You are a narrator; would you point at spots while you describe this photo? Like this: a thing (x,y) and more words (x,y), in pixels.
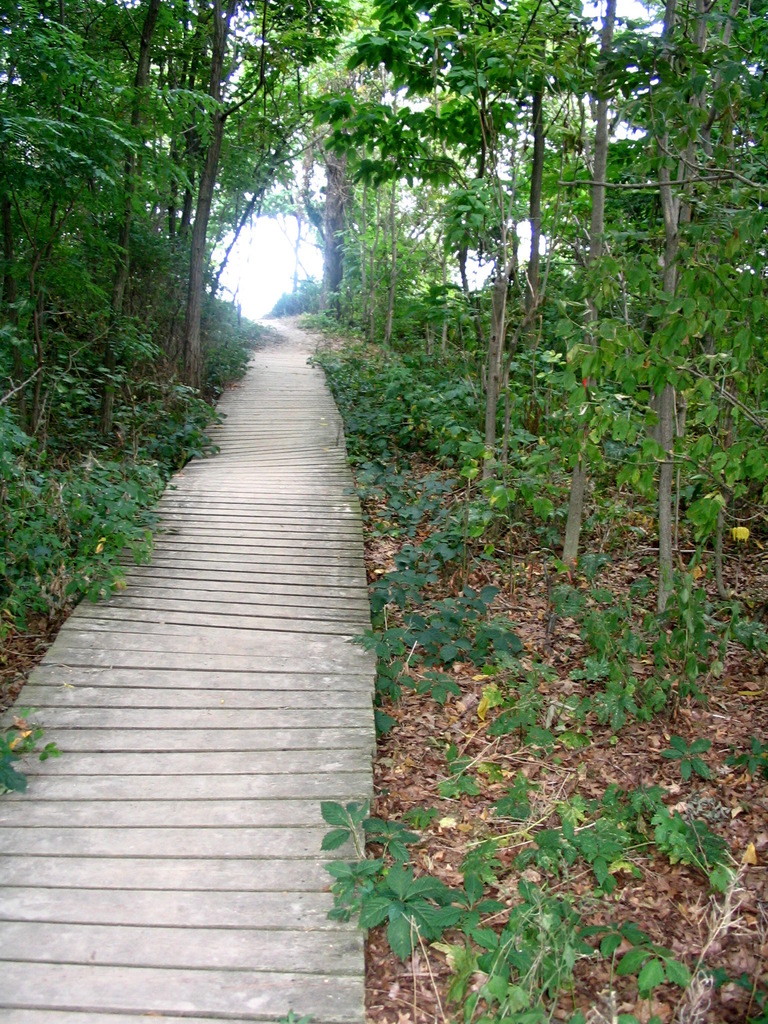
In this picture we can see a path (315,695), where we can see dried leaves (440,819) on the ground (501,795) and in the background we can see trees (742,383).
